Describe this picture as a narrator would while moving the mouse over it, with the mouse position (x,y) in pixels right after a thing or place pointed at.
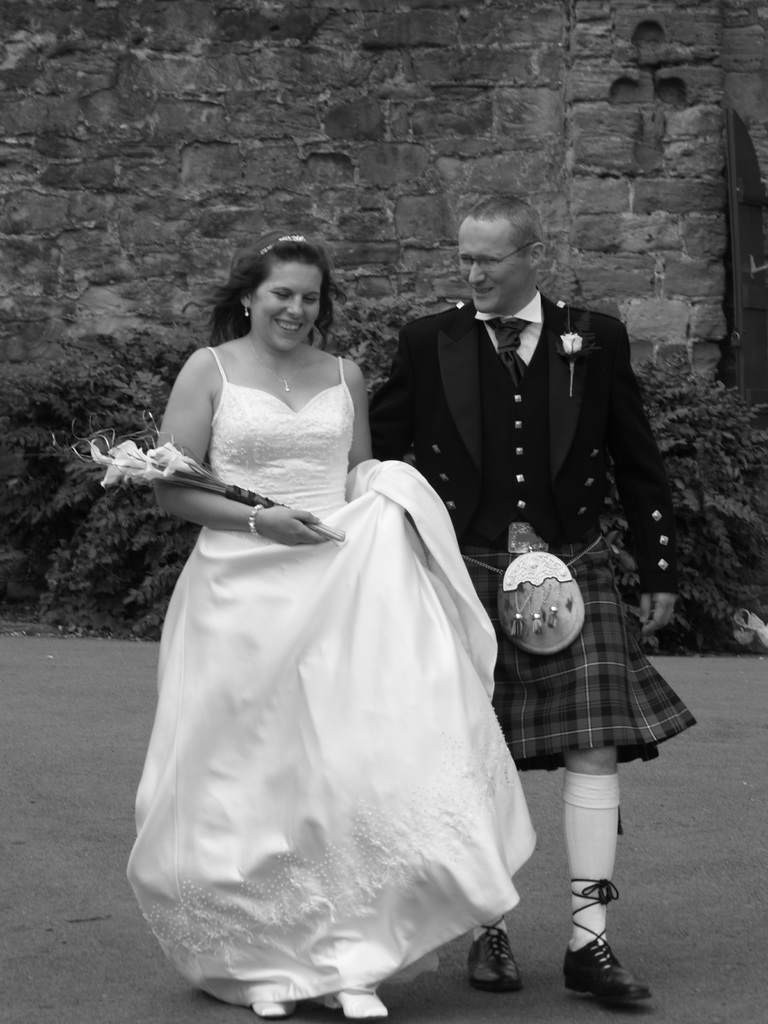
In this image in the center (391,601) there are persons (357,575) walking and smiling and woman (452,597) wearing a white colour dress (444,566) is holding a bouquet of flowers (214,483) in her hand (289,533) and walking. In the background (313,135) there is a wall (404,175) and in front of the wall (147,230) there are plants (52,528).
